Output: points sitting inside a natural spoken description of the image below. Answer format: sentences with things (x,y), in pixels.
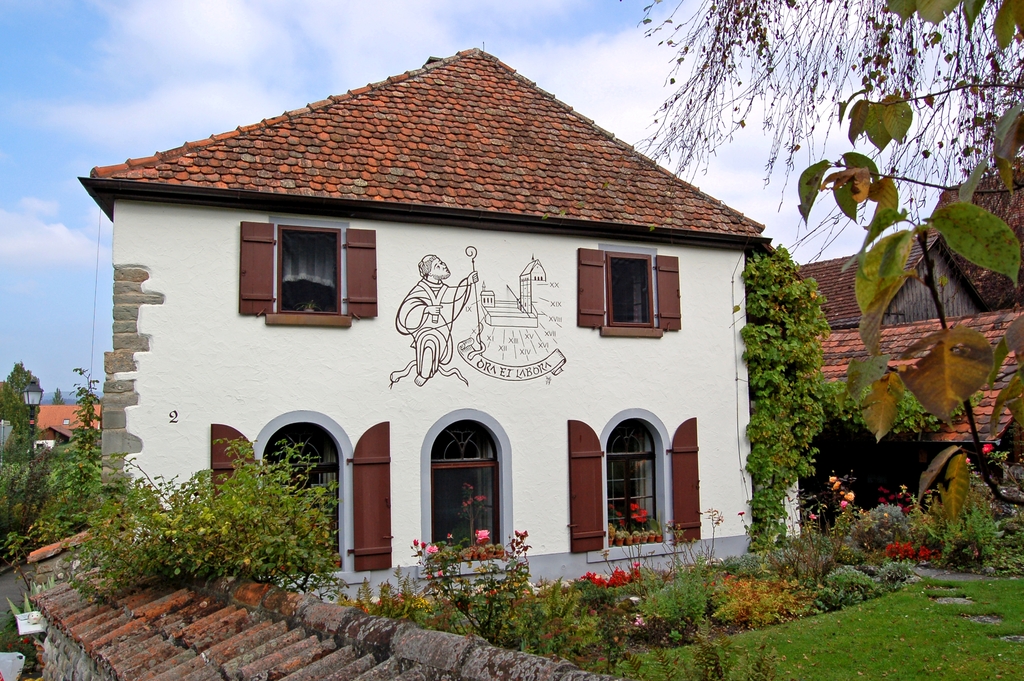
There are plants (637,673), it seems like a roof (179,629) in the foreground area of the image (753,592), there are houses (360,290), trees (5,412), lamp pole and the sky (69,375) in the background (32,399).
